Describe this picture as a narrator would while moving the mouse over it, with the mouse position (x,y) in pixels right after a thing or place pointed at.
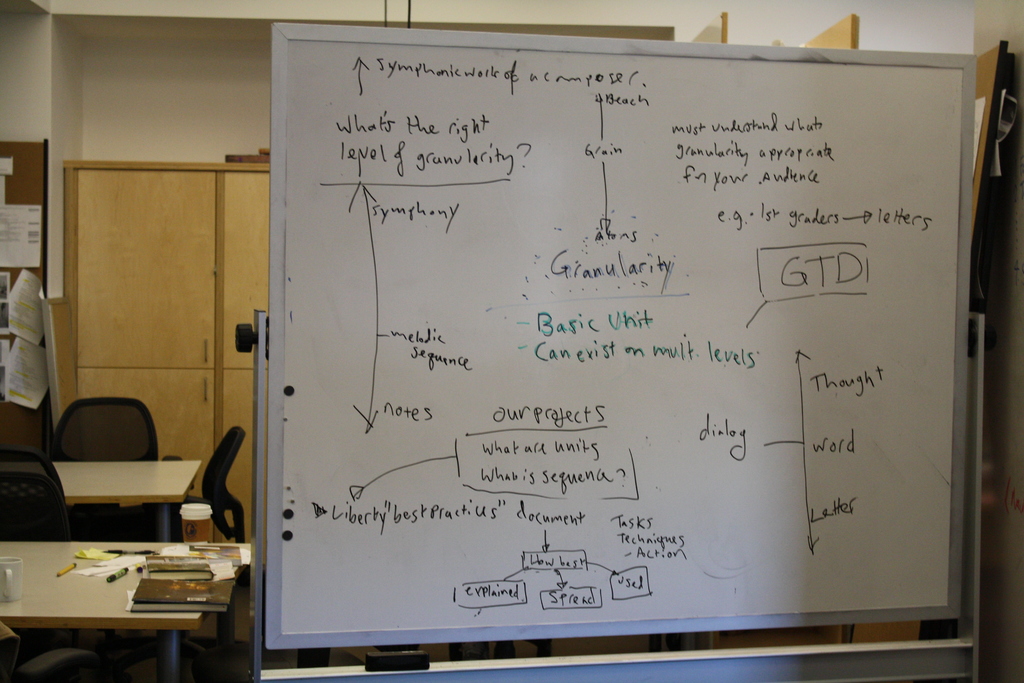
In this picture there is a whiteboard (535,334). There is a table (111,587), pen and a cup (17,581) on a table (61,580). There is a chair (213,492). There is a desk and a paper (22,367).
